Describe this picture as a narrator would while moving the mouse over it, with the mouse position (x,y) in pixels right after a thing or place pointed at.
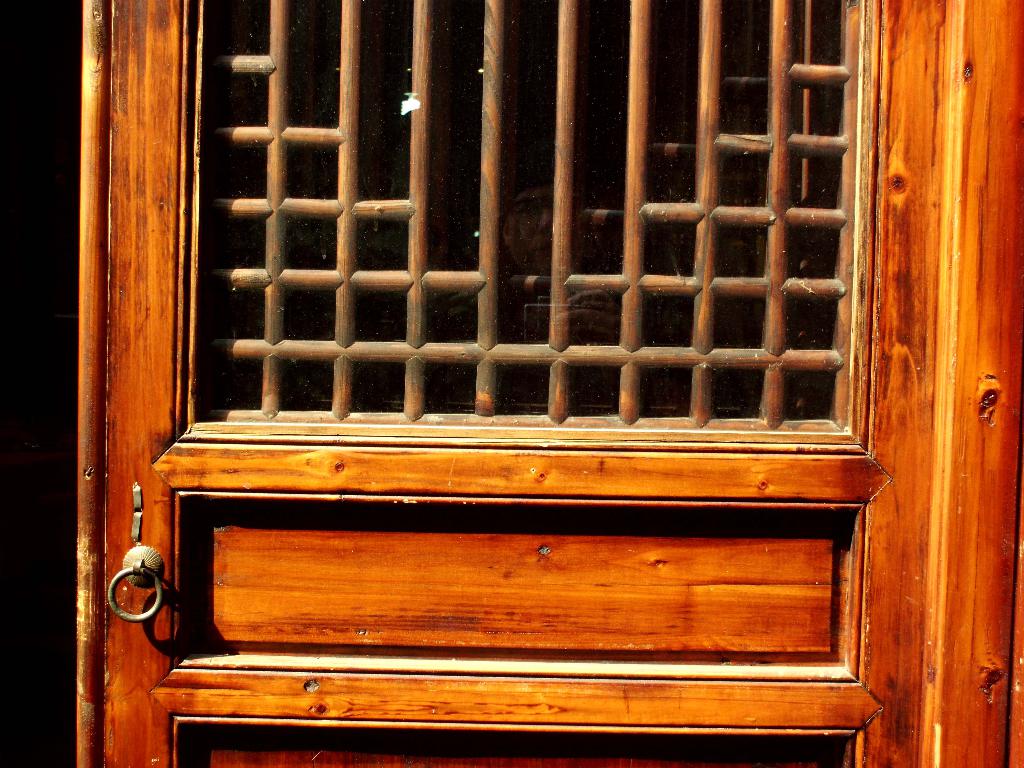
In this image I can see a wooden door (603,75) and I can see a fence (820,216) in the middle of the door (399,341).
